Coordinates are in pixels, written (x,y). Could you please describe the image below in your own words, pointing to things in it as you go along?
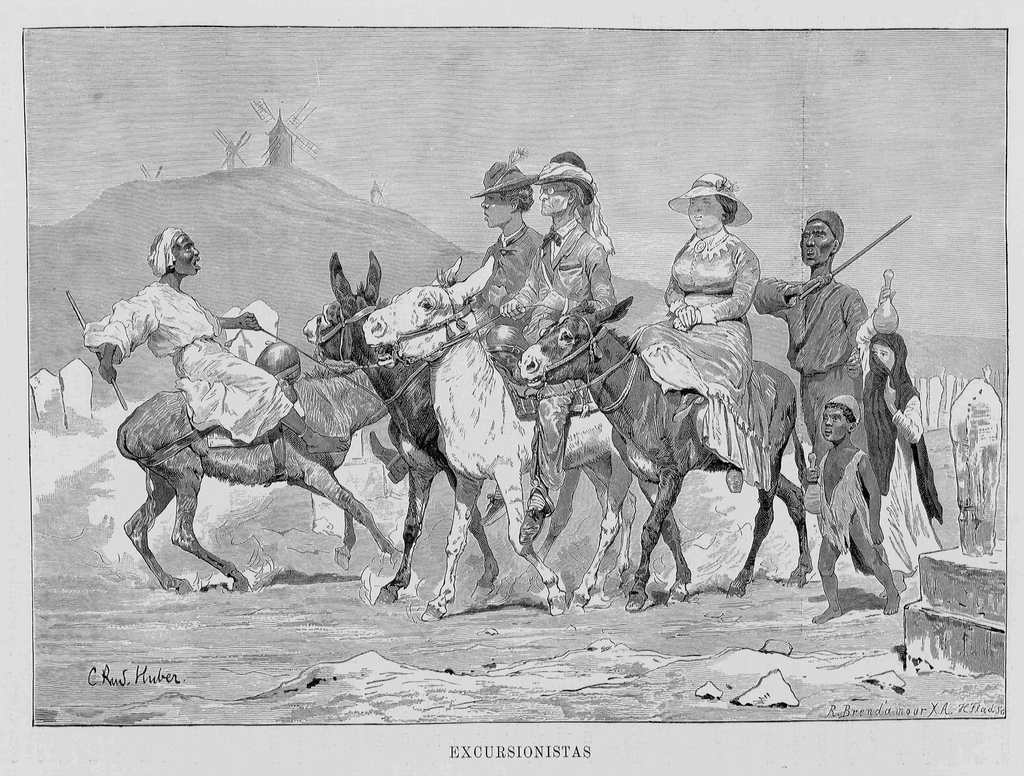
In this picture we can see a paper (774,732), in this paper (774,732) we can see some people (206,323) are riding donkeys (380,325) and three persons (827,354) are walking, at the bottom (502,746) there is some text (520,749), it is looking like a painting.
